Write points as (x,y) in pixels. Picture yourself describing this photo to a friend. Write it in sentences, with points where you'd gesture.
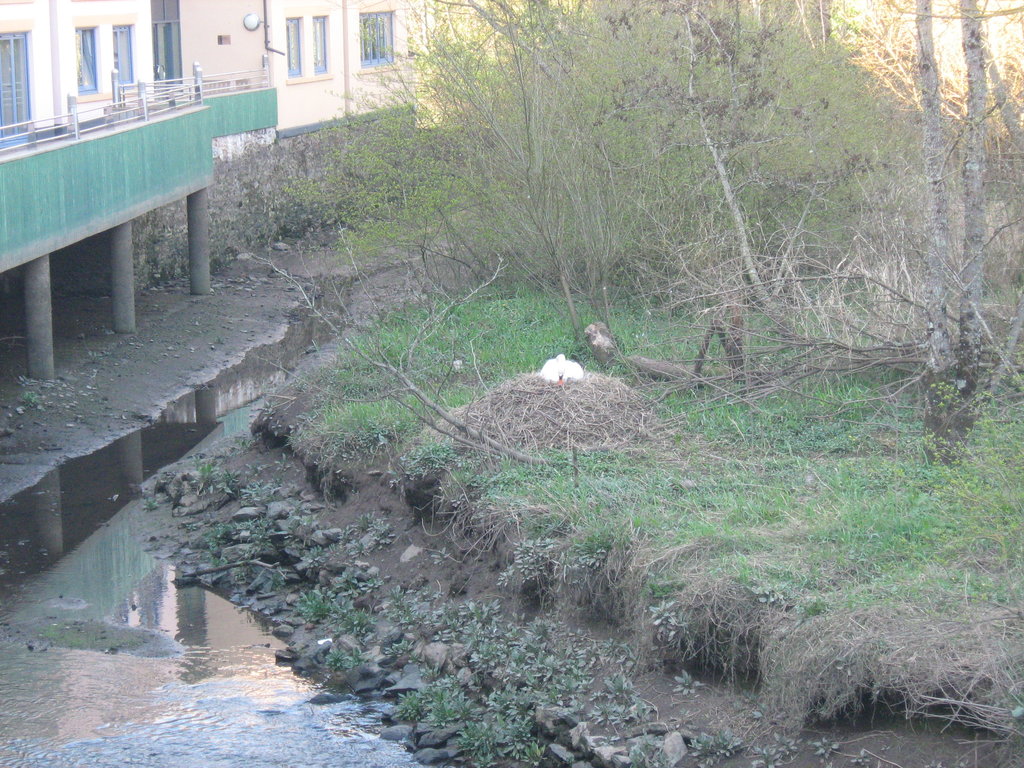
In the picture we can see a part of the land (889,447) with grass surface (962,663) on it, we can see some plants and trees (945,201) and beside it, we can see a sewage water (343,747) and beside it, we can see a part of the building (185,20) with the pillars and to it we can see railings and windows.
